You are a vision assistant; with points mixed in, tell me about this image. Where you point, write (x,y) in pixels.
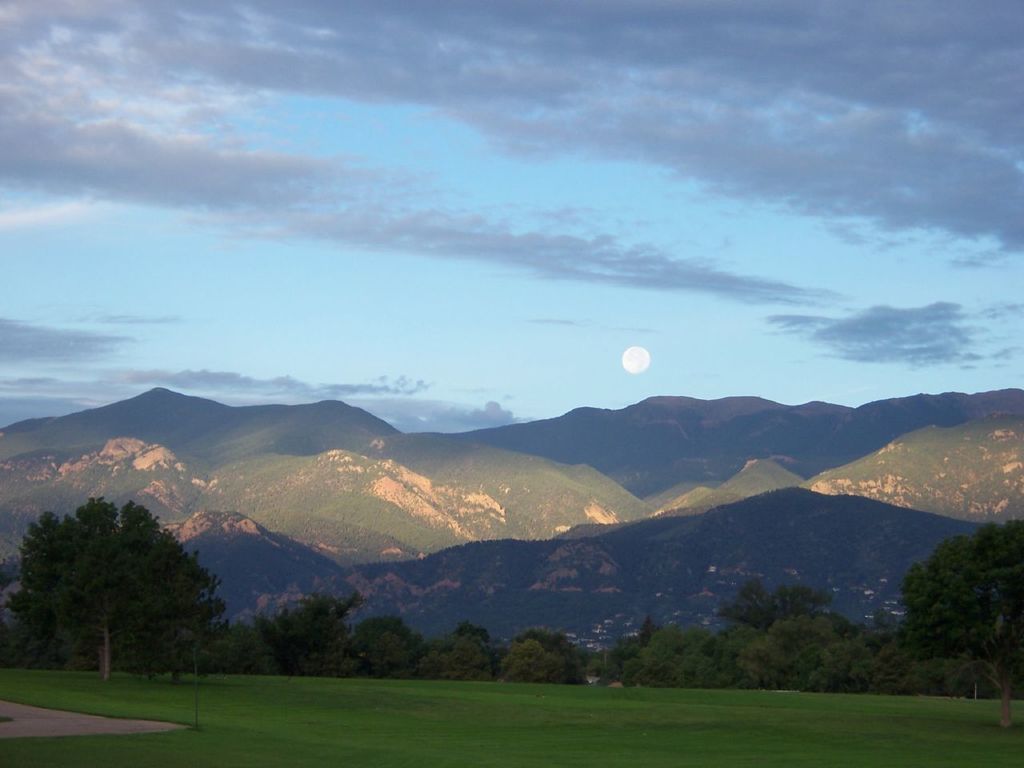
This is an outside view. At the bottom (370,712), I can see the grass (544,734) on the ground (607,725) and there are many trees (281,646). In the background (687,472) there are few mountains (457,513). At the top of the image (161,242) I can see the sky (297,274) along with the clouds (961,109) and the moon (630,359).
